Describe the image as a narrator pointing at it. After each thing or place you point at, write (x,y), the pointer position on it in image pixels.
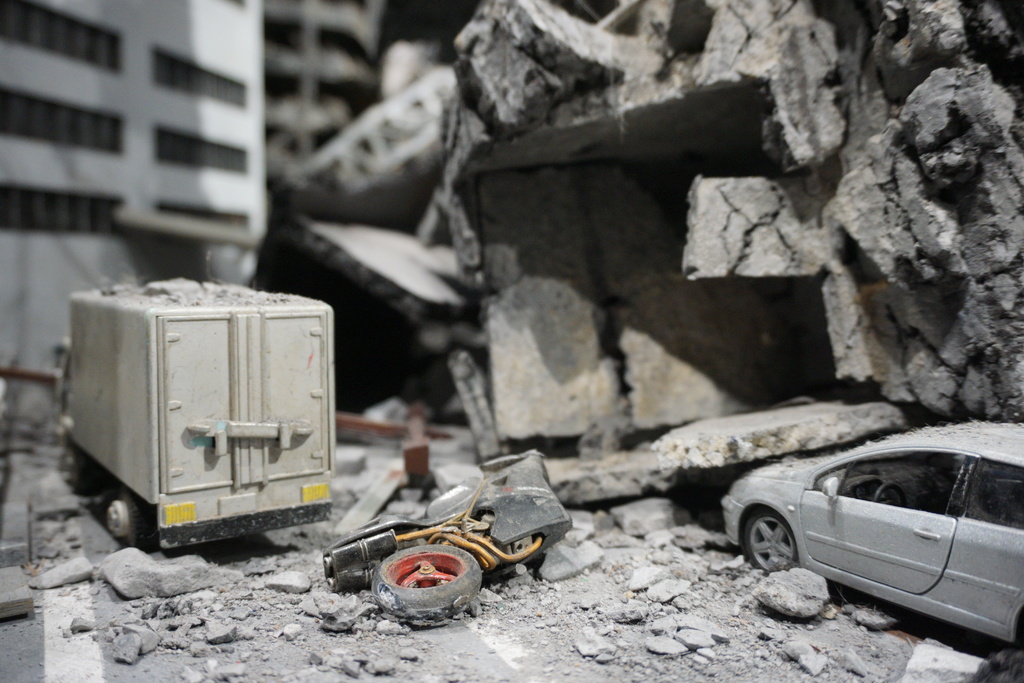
In the image there are three toys (314,420) on the floor (271,614) and around that floor (288,561) there is a lot of dust (335,609), on the right side (797,47) there are huge rocks (831,44) and the background (217,103) is blurry.
